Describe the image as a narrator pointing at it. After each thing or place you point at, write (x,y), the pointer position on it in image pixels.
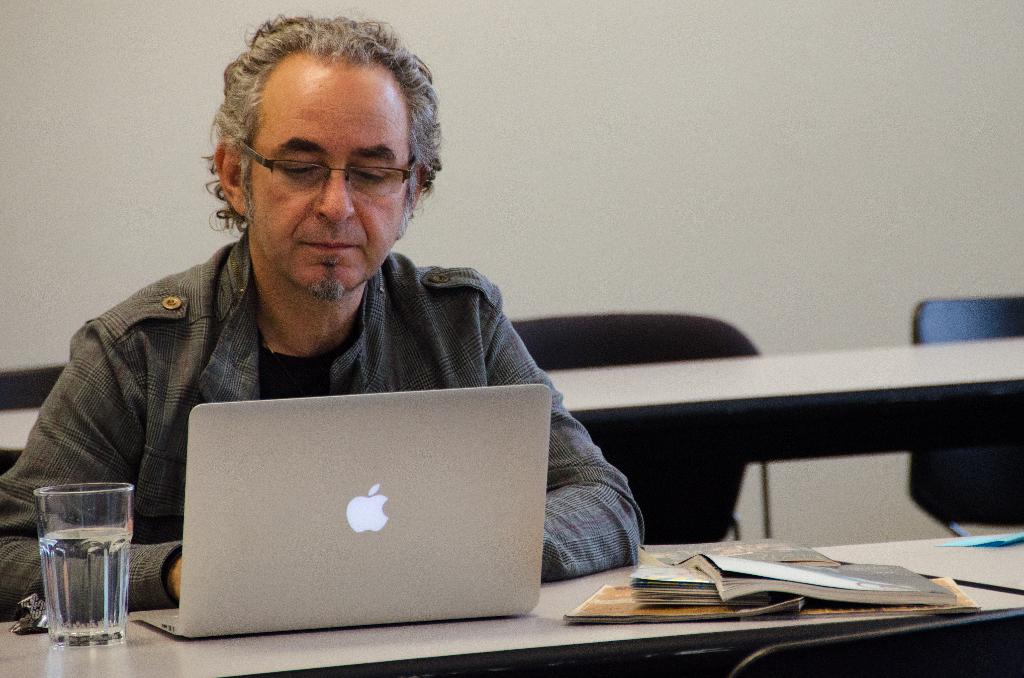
A man (317,279) is sitting on the chair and working on a laptop (284,552). There is a glass (116,592) and books (890,582) on a table (558,641). In the background (699,382) there is a table (779,368) and chairs (667,351) and a wall (675,150).
